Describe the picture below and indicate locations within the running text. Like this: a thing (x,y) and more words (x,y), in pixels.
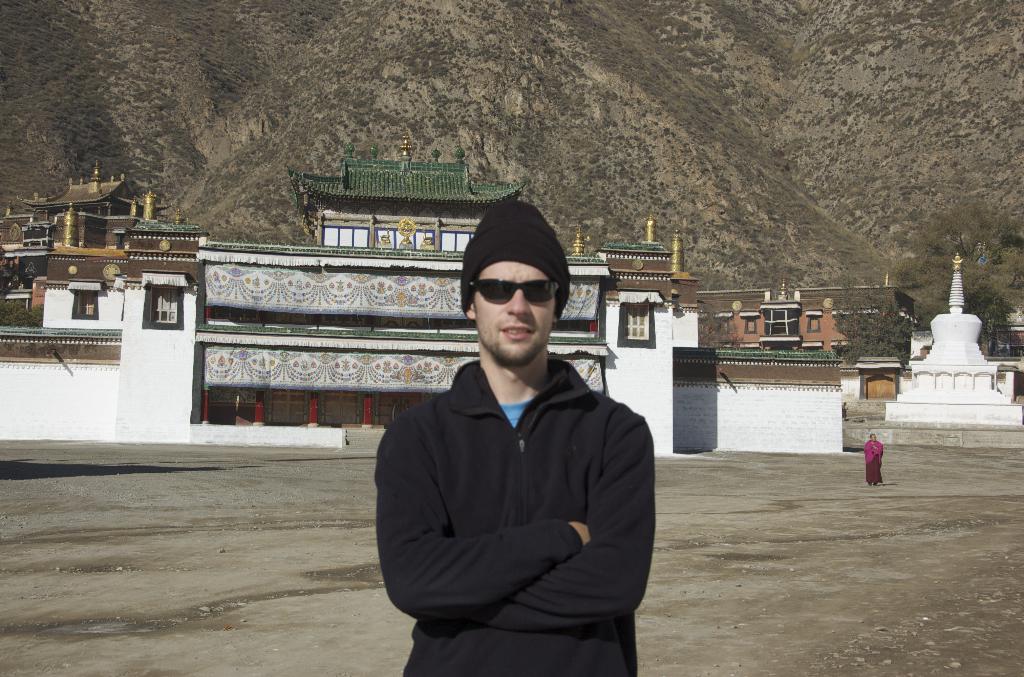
In the middle of the image (554,284) a man (507,272) is standing and smiling. Behind him there are some buildings (320,197) and trees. At the top of the image (915,27) there is hill (100,17). In the bottom right corner of the image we can see a person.
